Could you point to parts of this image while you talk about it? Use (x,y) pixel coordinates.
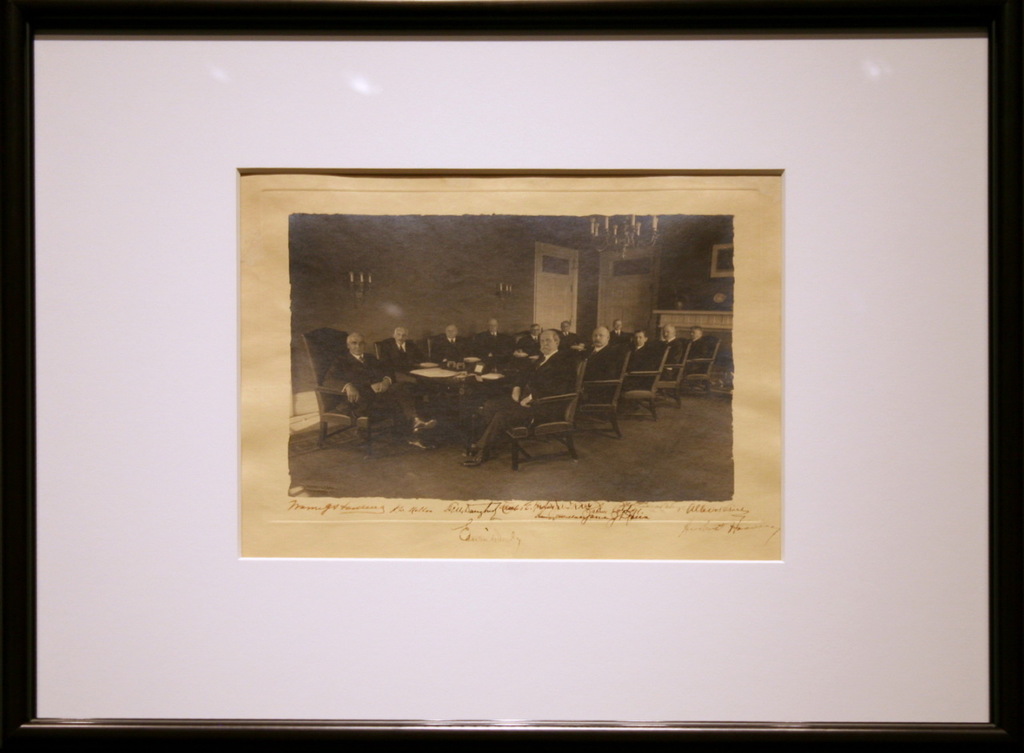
In this image we can see a group of people (378,376) sitting on chairs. In the center of the image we can see some objects (445,372) placed on the table (442,387). On the right side of the image (715,263) we can see a photo frame (733,260) on the wall (729,294). In the background (618,288), we can see some candles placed on stands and some doors (634,267). At the top of the image (634,232) we can see a chandelier (634,218). At the bottom of the image (526,512) we can see some text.
